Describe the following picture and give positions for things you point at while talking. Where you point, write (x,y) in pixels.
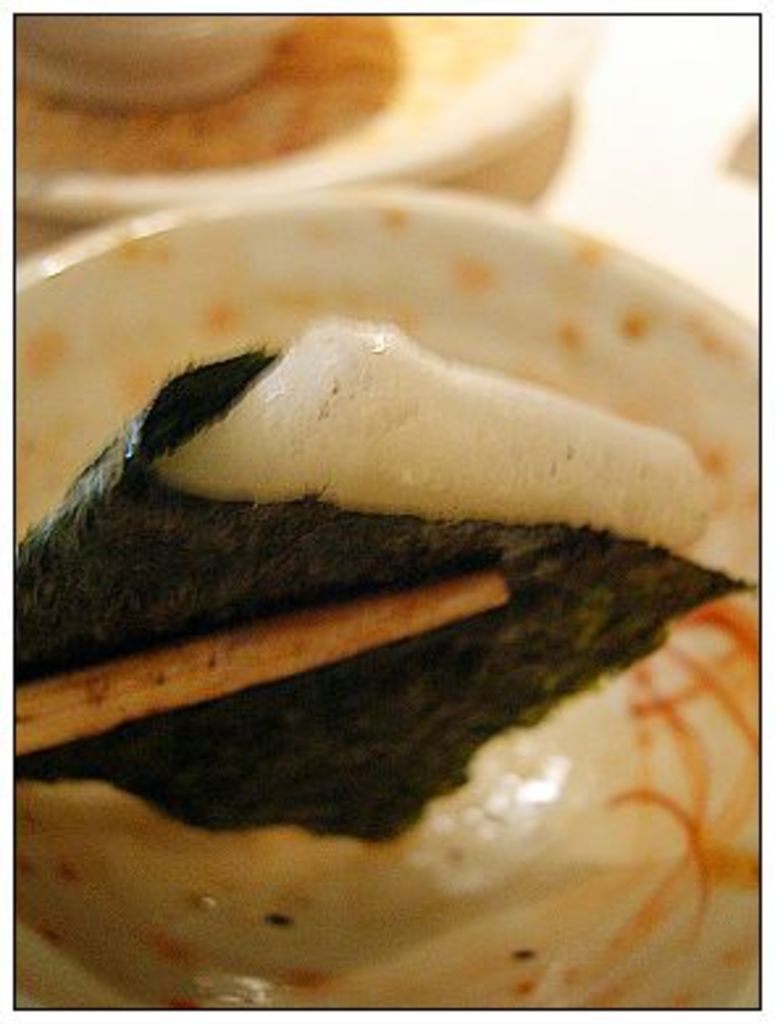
In this image we can see food (402,577) with chopstick (373,638). In the background (361,45), we can see the group of plates (364,83) and bowl (161,32) placed on the surface (709,170).
